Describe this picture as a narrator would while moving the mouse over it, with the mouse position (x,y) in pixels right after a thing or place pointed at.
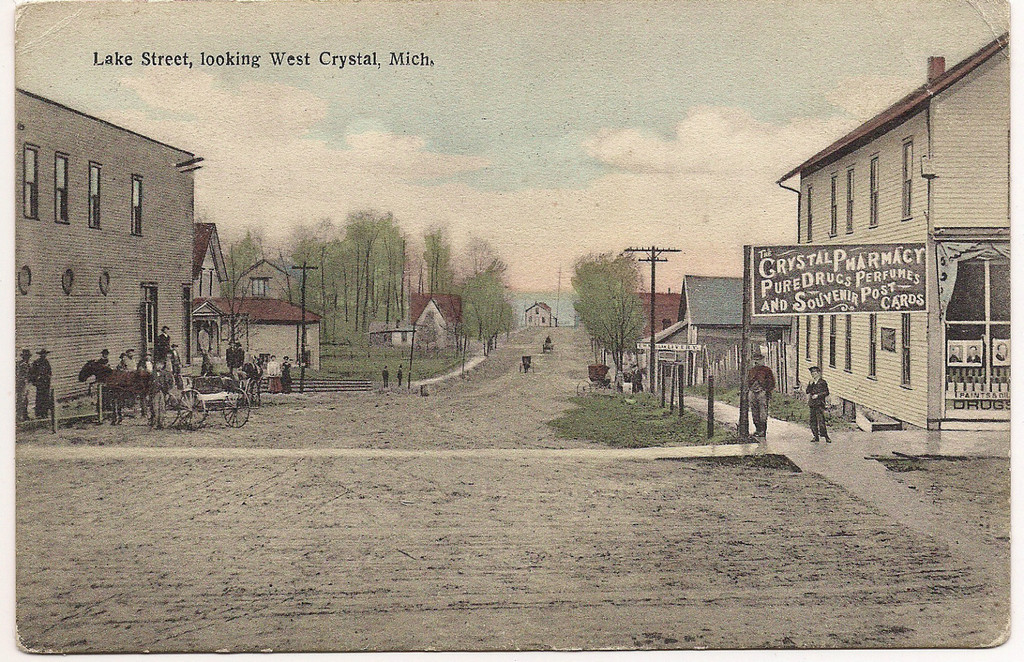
It is a poster. In this poster, we can see few houses (68,344), trees (474,321), poles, banner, window (1002,279), few people (160,404). Here there is a carriage (194,410) and walkway (453,451). Background (606,184) there is a sky (537,181). Top of the image (343,68), we can see some text (232,64).
